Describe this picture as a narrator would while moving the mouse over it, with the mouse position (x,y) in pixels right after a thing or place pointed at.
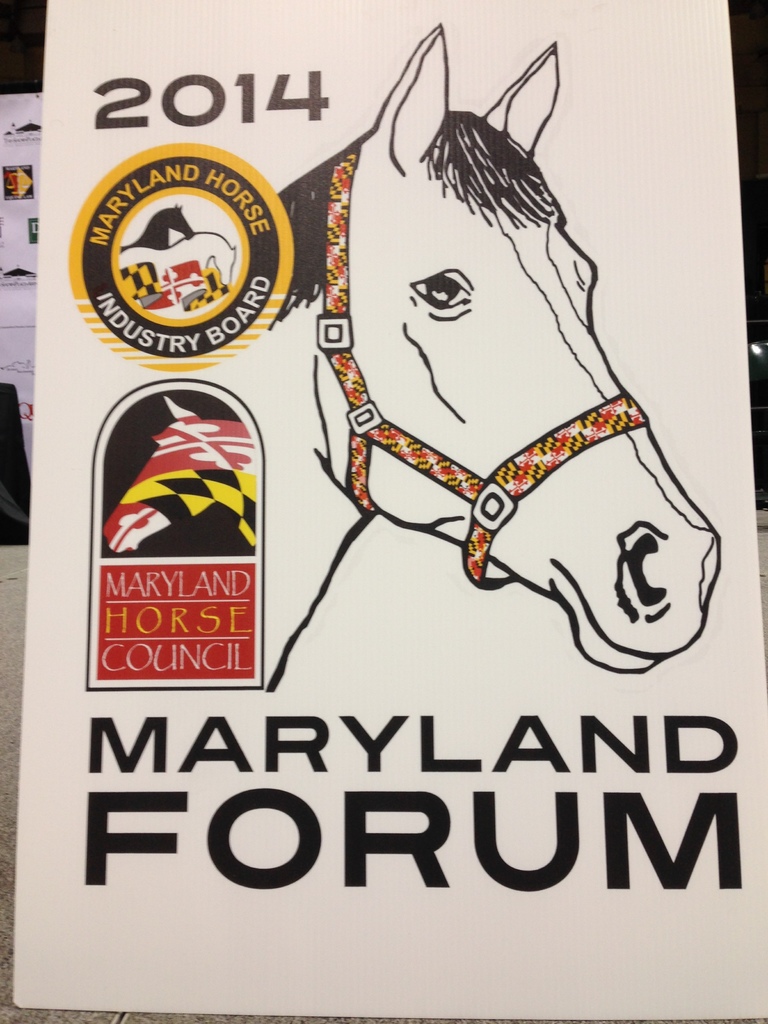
This is a poster. On this poster we can see picture of a horse (626,452), and a logo (222,407). There is text (612,794) written on it.
